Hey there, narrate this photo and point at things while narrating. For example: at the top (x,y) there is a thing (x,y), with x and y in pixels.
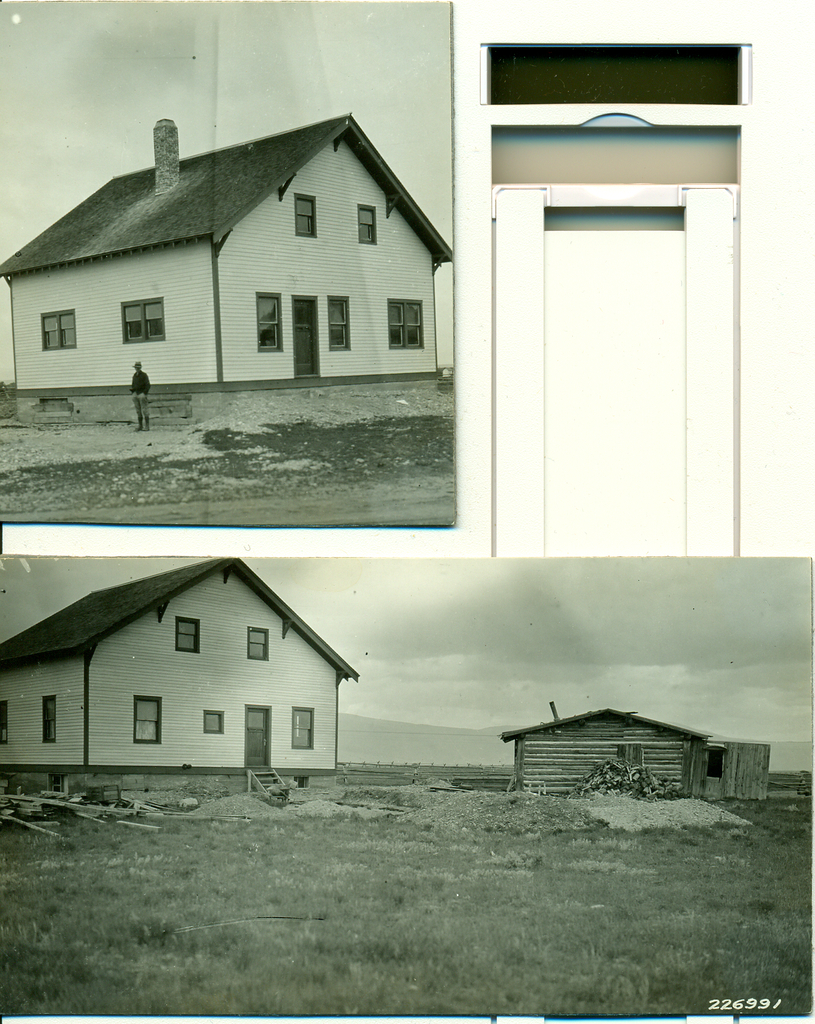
It is the collage of two images. In this image there is a house (223,654) on the ground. Beside the house (139,709) there is a small hut (569,743). On the ground (337,882) there is grass (401,855) and sand (379,811). Beside the house (30,748) there are wooden sticks (72,808) on the ground (37,834). At the top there is sky (533,649). Beside the house (165,370) there is a man (137,370) standing on the ground (121,466).
